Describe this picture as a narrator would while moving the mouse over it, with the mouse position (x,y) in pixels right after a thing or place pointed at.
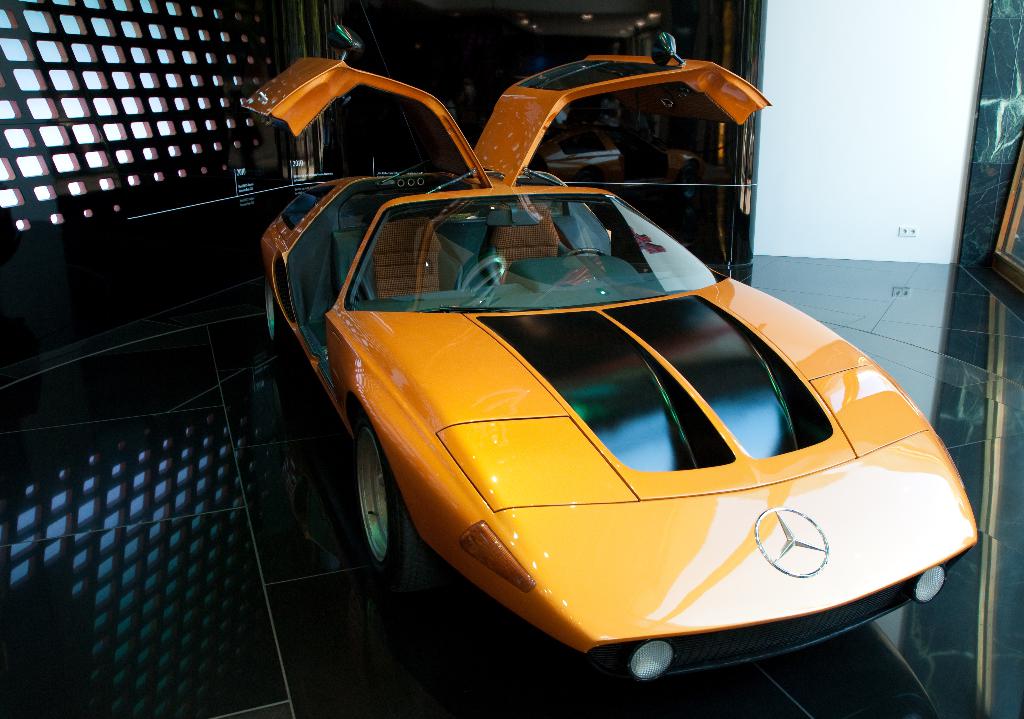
There is a car (458,380) with opened doors (517,141) on a platform (281,503). In the back (164,132) there is a window (170,136).
